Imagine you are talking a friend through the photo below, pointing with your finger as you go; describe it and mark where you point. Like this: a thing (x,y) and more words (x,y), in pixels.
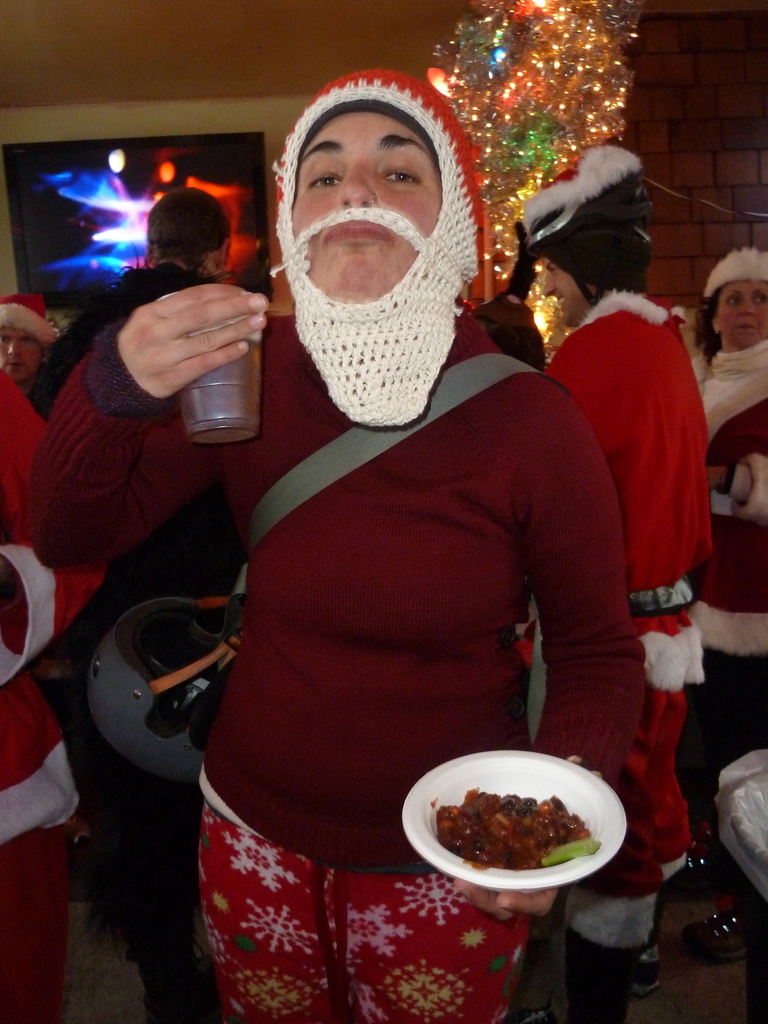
There is a lady (356,489) wearing a cap (418,362) is holding a glass (207,421) and a plate (435,815) with some food item (460,826). In the back (592,330) there are many people (54,386). On the wall (120,136) there is a screen (163,143). Also there are some decorations (555,62).
